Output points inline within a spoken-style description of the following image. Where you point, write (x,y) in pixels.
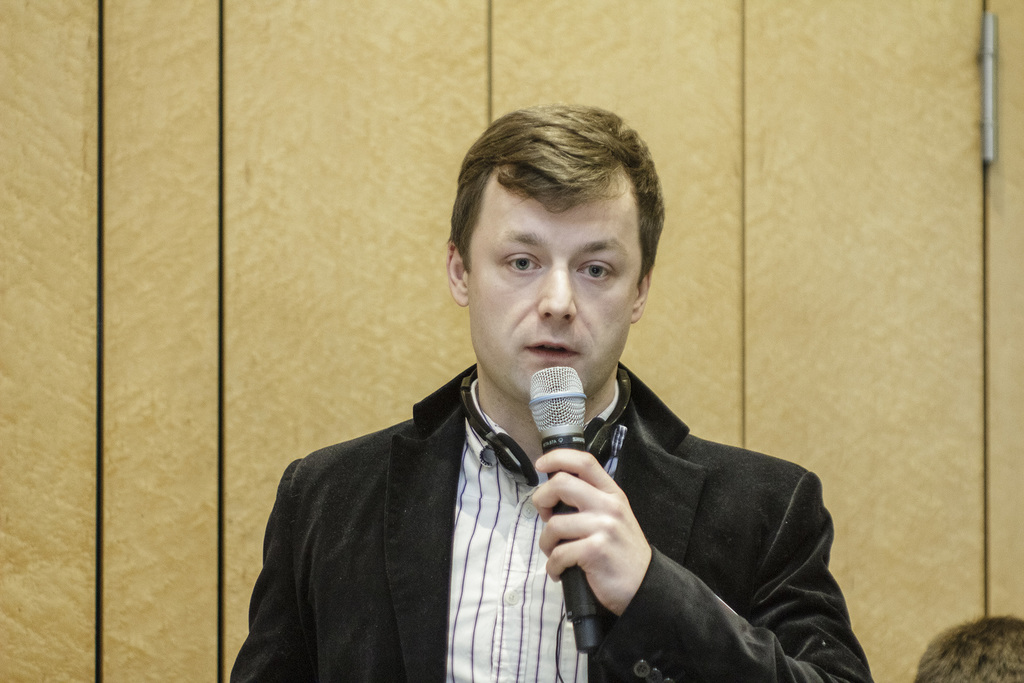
In this picture we can see a man (633,183) who is holding a mike (545,424) with his hands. He is in black suit (397,551). On the background (397,231) there is a door (286,155).
